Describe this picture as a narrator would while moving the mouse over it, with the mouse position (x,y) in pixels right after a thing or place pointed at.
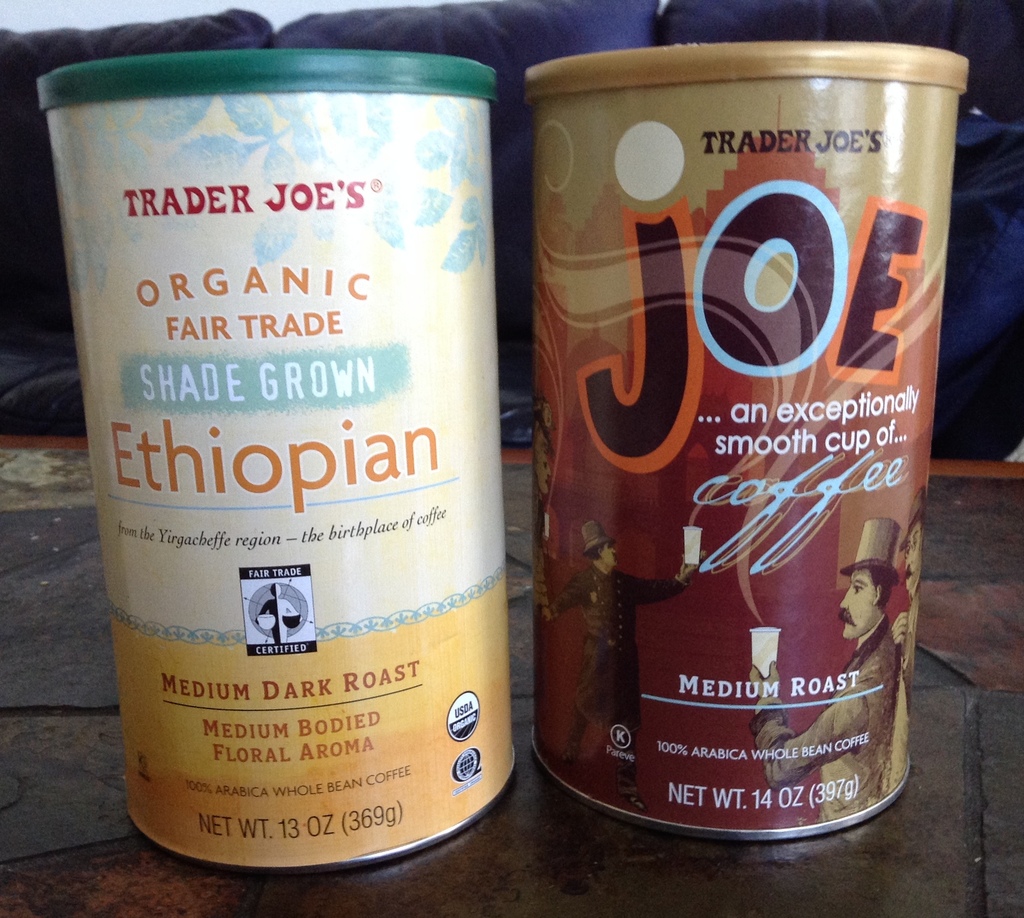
In the picture we can see two things (365,494) are placed on the table (4,534) the two things (210,231) are with the same coffee brand name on it.
